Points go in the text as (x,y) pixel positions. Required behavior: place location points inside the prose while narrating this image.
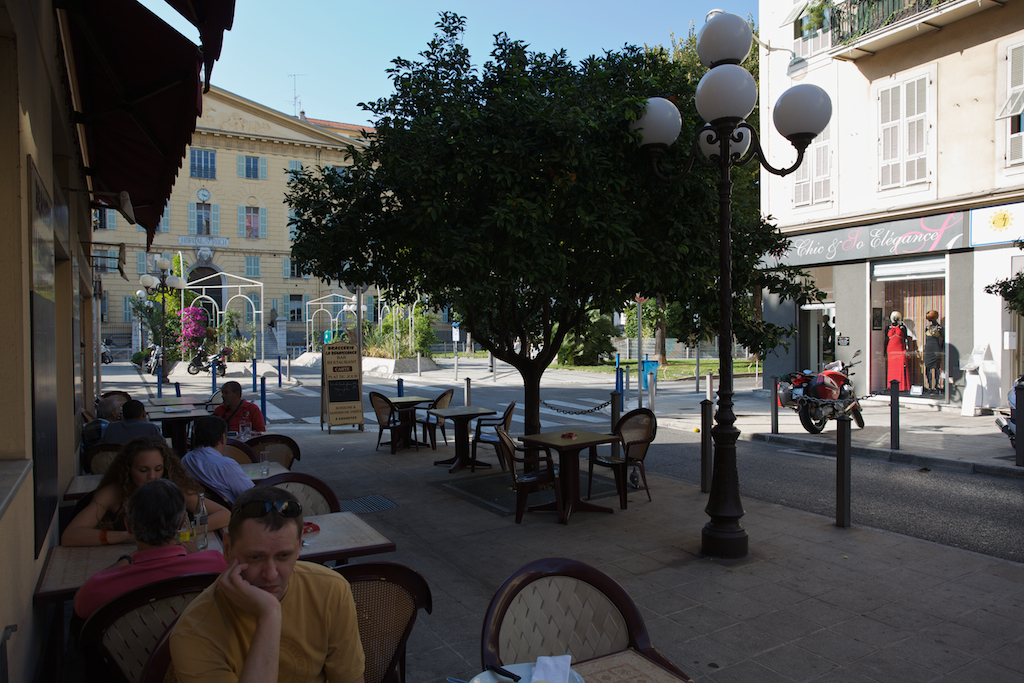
In this image I can see few people (218,471) who are sitting on chairs (230,446) and I see number of tables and many more chairs (615,460) and I see a pole (722,500) on which there are 5 white color bulbs (739,143). On the right side of this image (838,386) I see a bike (848,376). In the middle of this picture (373,272) I can see the buildings (69,259), few trees (550,247) and few poles (162,337). In the background (326,33) I can see the sky (537,47).
